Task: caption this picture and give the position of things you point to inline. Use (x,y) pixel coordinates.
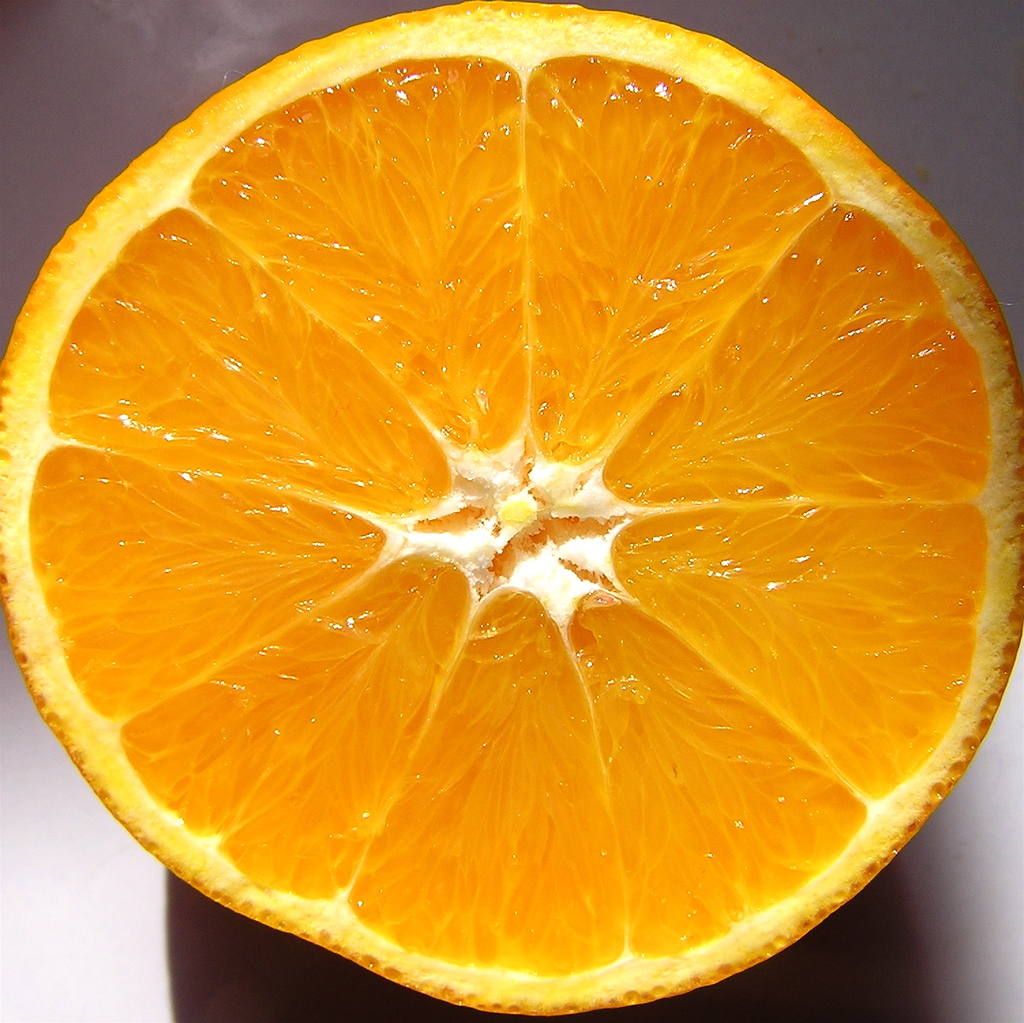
In this image we can see an orange (439,802) is cut and kept on the white color surface (81,170).
